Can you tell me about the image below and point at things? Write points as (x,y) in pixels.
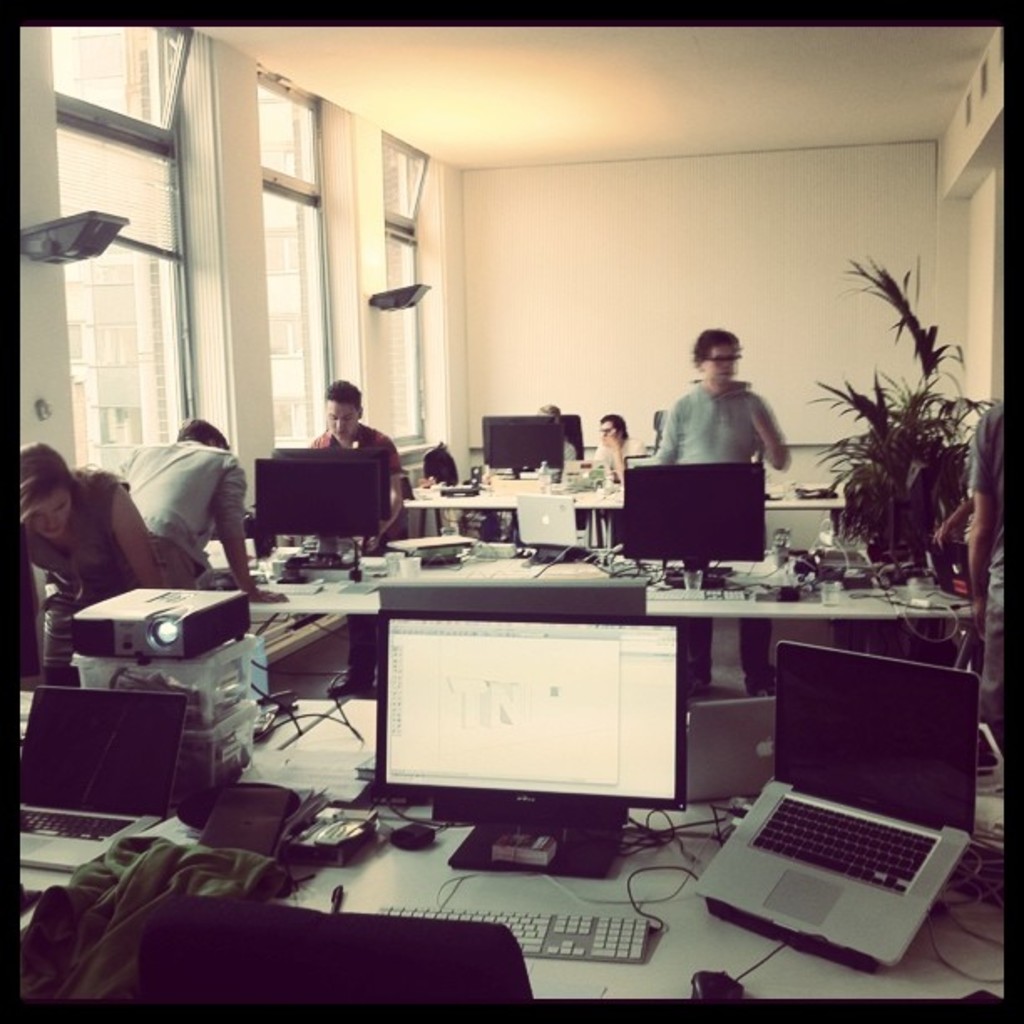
In this image there are many tables (579,881), laptops (824,739) and systems (630,615). In the middle (672,451) there is a man (714,414) he wear a t shirt (703,424). On the left (187,528) there are three persons (228,510) staring at something. On the right (883,440) there is a plant (895,506) and person (987,509). On the left (154,631) there is a projector (176,648). In the background (657,289) there is a wall (711,261), window (325,298) and light (412,303).
